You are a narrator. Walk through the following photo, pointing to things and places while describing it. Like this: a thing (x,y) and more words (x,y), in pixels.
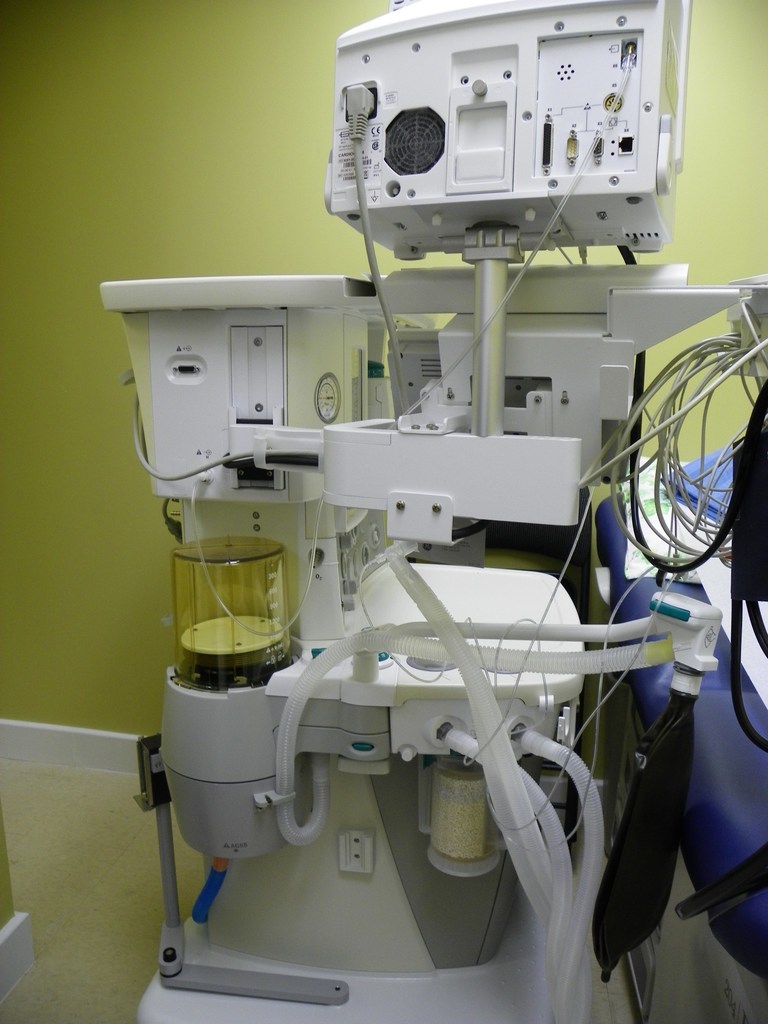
In this picture I can see few equipment (348,390) and wires (653,566) in front (583,308). In the background (46,38) I can see the yellow color wall (28,79). On the right side of this picture (683,591), I can see the blue color thing (738,920).
